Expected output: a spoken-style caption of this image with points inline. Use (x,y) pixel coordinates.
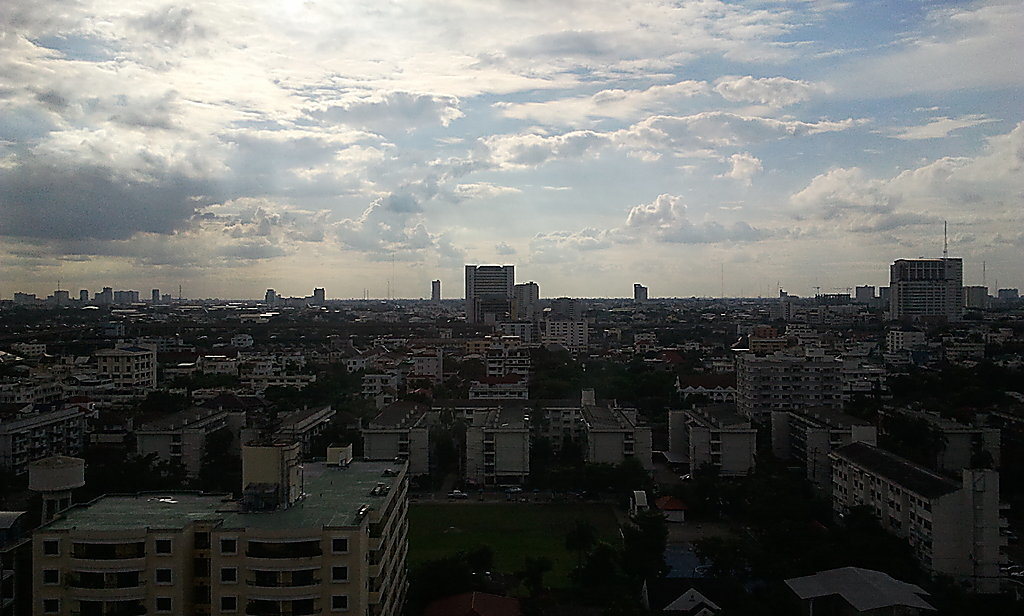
In this image we can see many buildings (280,440), windows (279,603), trees (292,387), poles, grass (493,535), vehicles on the road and clouds (379,134) in the sky (479,246).
